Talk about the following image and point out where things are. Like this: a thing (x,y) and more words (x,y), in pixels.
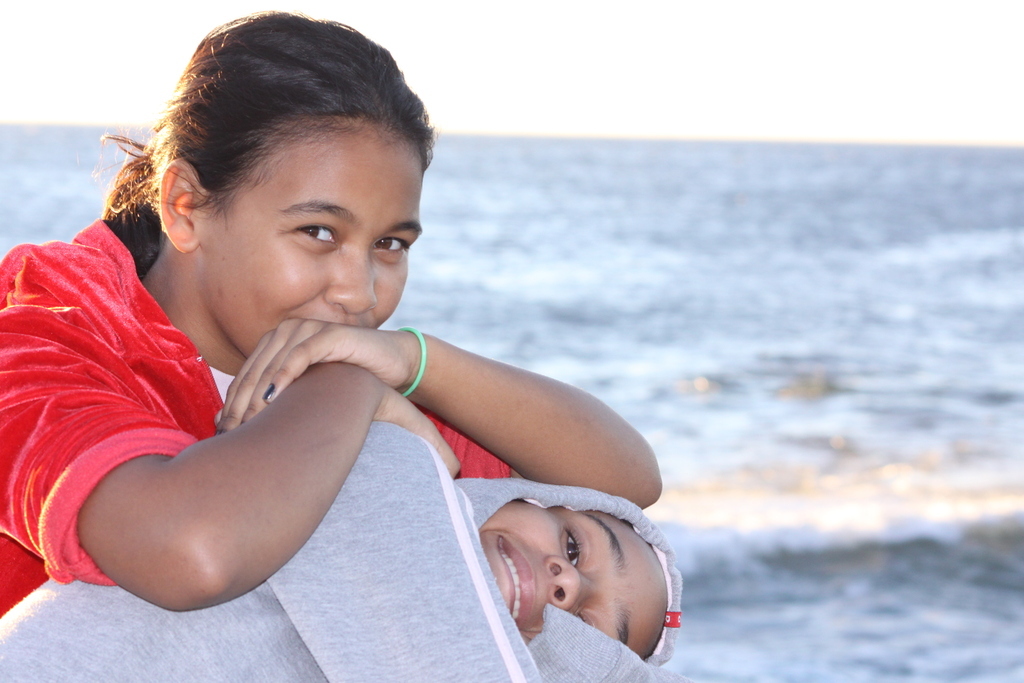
On the left side of the image (275,438) we can see two people (304,464) are smiling and they are in different costumes (349,498). In the background (696,39), we can see the sky (652,123) and water (672,386).
